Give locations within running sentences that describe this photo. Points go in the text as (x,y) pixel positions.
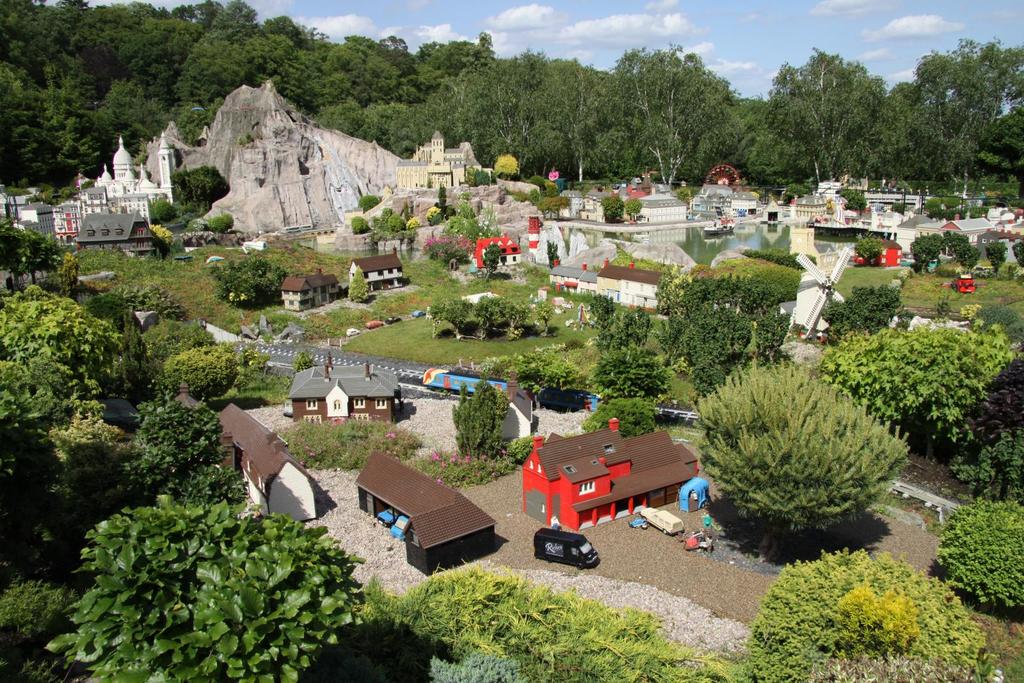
In this picture I can see the building (88,222), shed (420,474), poles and other objects (704,225). In the back (221,152) there is a mountain (251,185). At the bottom (583,545) there is a black color van (583,545) and other vehicles (703,546). In the background (925,133) I can see many trees (990,140) and grass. At the top (745,10) I can see the sky (758,0) and clouds (667,11).
